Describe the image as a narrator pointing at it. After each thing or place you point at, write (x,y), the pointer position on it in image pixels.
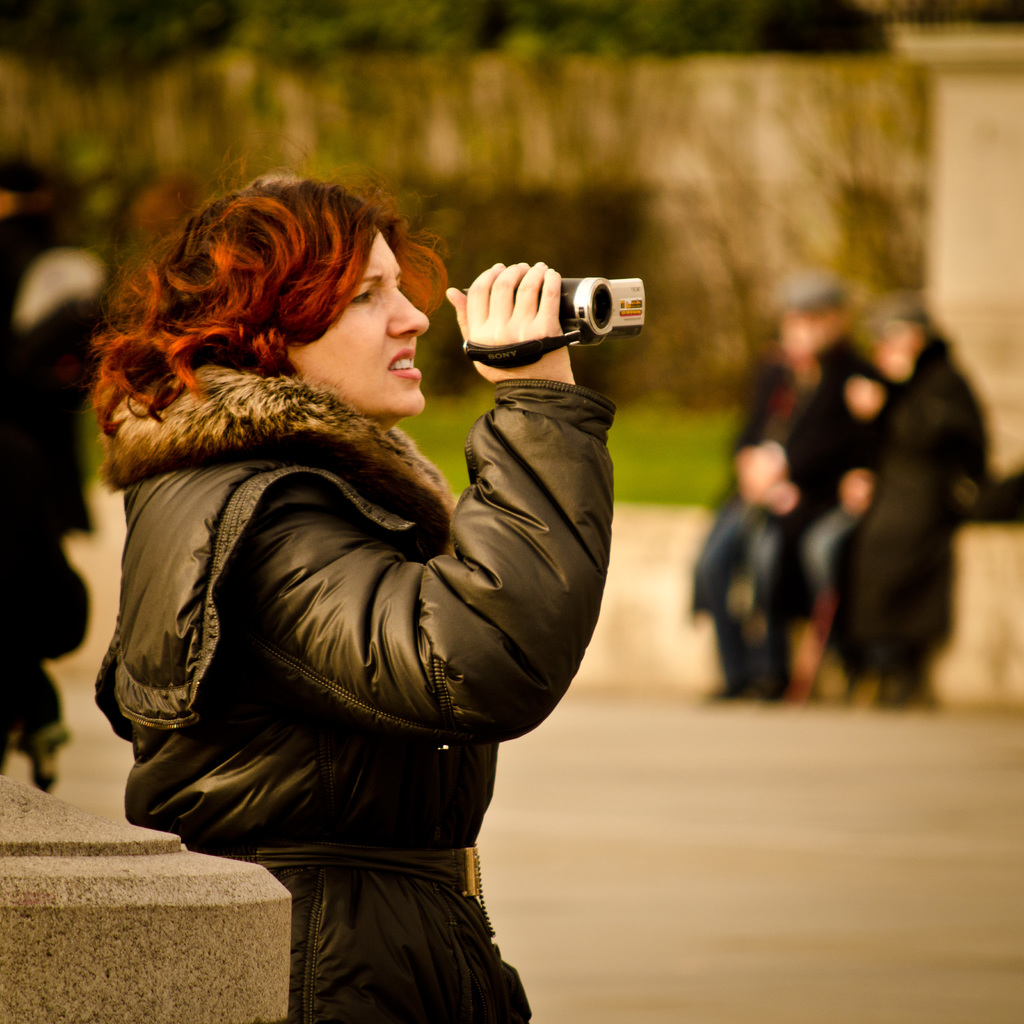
In this image we can see a woman (412,325) holding a camera (466,350) and behind her we can see trees (599,195), grass (678,426) and people (773,415).
